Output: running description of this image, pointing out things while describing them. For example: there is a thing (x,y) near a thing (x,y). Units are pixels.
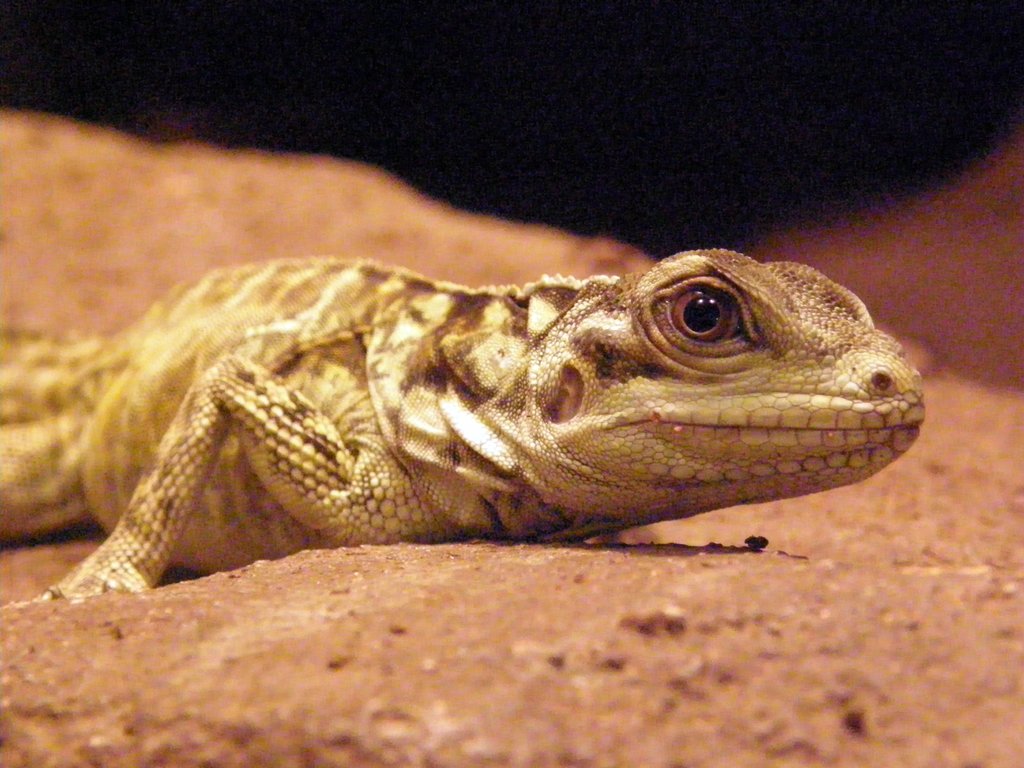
In this image I can see a lizard (293,280) which is in brown and cream color on some brown color surface (427,660).
